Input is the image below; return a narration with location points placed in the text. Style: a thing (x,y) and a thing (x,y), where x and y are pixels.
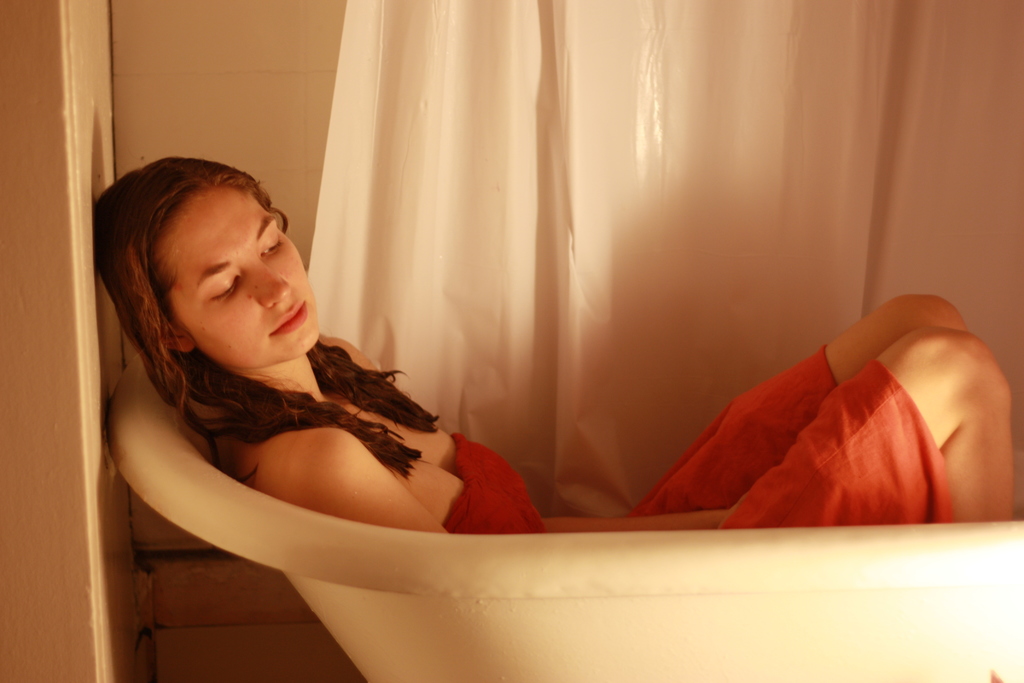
In this image there is a woman (384,378) who is laying in the bathtub (640,596). In the background (595,154) there is white curtain (603,115).
